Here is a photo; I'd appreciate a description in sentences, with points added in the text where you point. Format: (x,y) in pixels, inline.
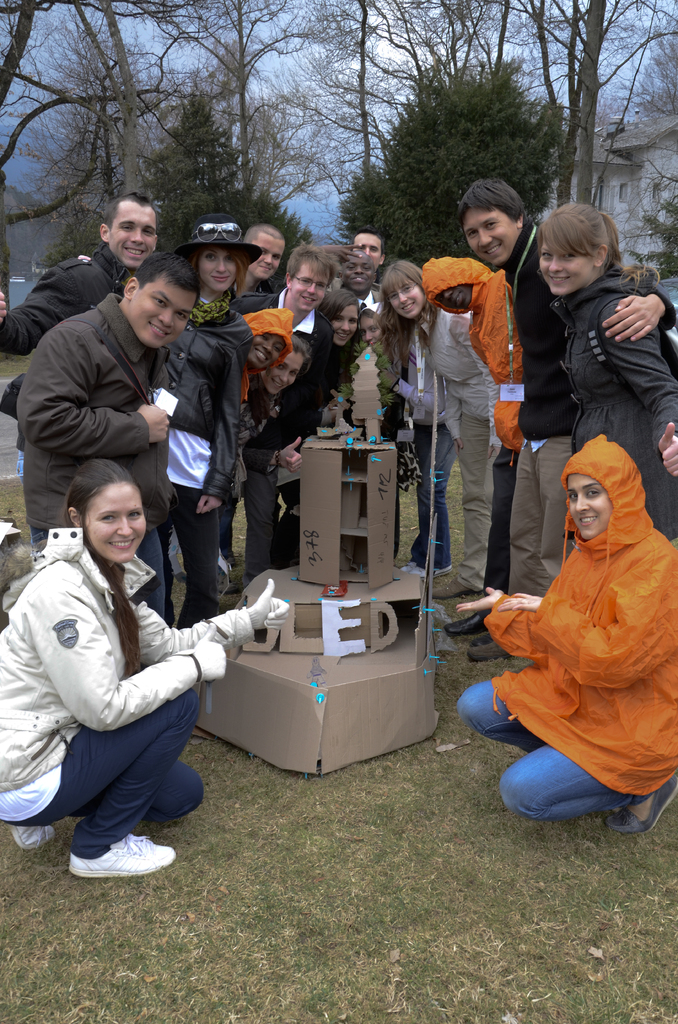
In this picture there is a model of a building (349,514), which is made up of a cardboard (313,566) and there are people (142,199) those who are standing around it and there are trees (163,147) and buildings (618,185) in the background area of the image (298,141).
